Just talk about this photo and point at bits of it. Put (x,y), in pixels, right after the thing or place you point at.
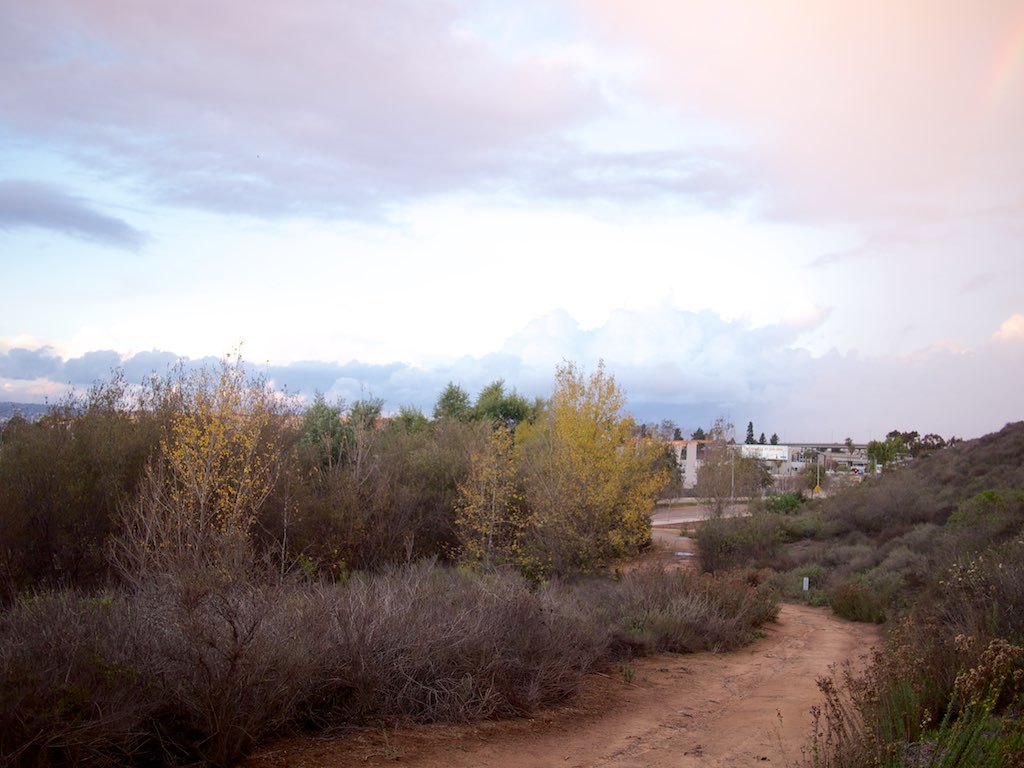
In this image I can see few trees (677,465) in green color. In the background (817,442) I can see few buildings (838,449) and the sky (582,254) is in blue and white color.
